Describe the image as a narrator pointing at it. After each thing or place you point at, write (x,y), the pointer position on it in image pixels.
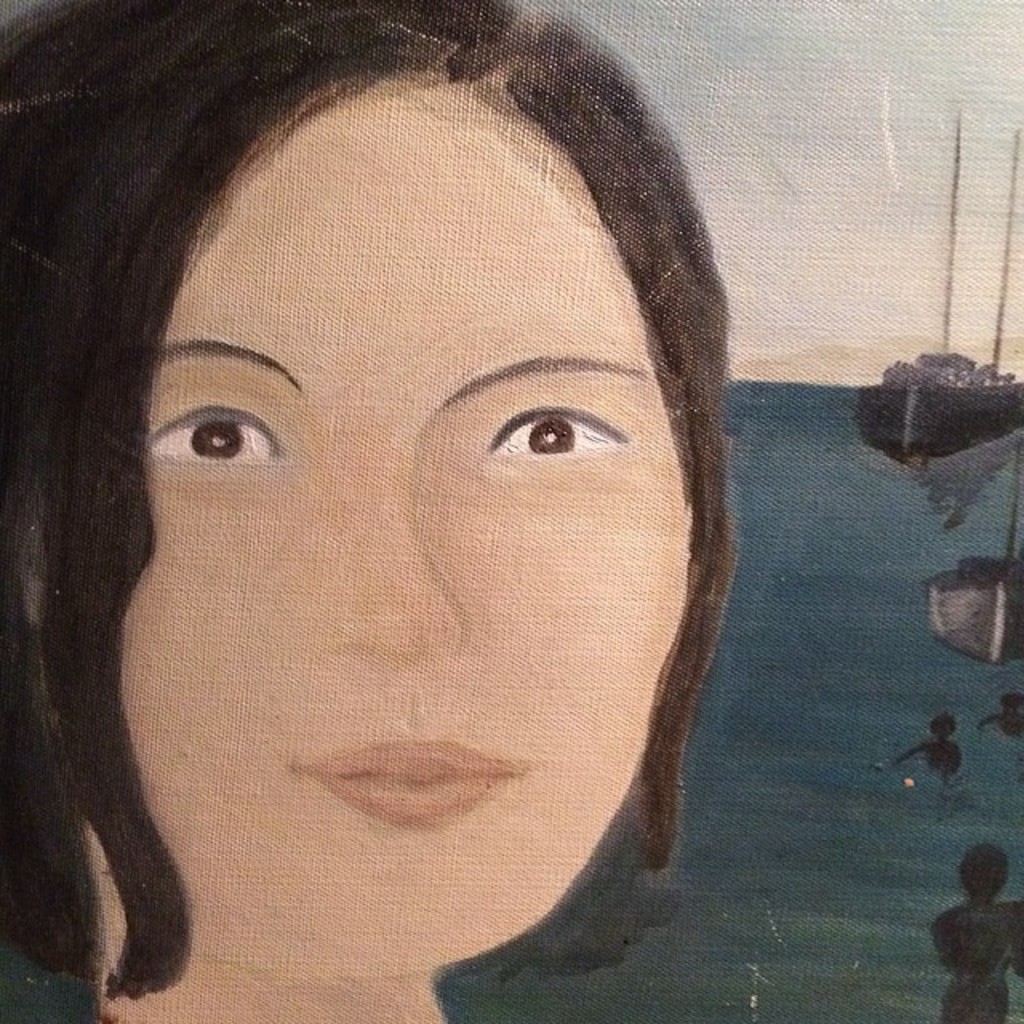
In this image we can see a painting (452,619) of a lady (449,544), water (748,628), boat (936,378), and the sky (825,215).
